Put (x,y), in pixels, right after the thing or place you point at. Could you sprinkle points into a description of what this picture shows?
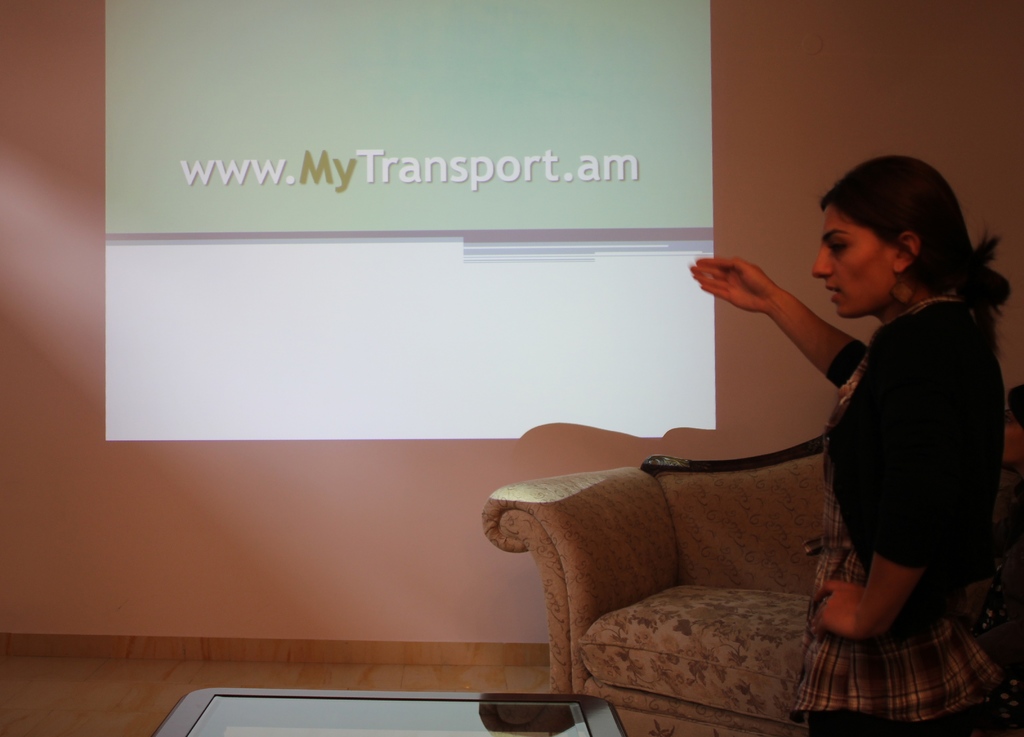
In this picture we can see a woman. This is sofa (713,581) and there is a table (435,706). On the background (63,297) there is a wall (63,297) and this is screen (566,214).
